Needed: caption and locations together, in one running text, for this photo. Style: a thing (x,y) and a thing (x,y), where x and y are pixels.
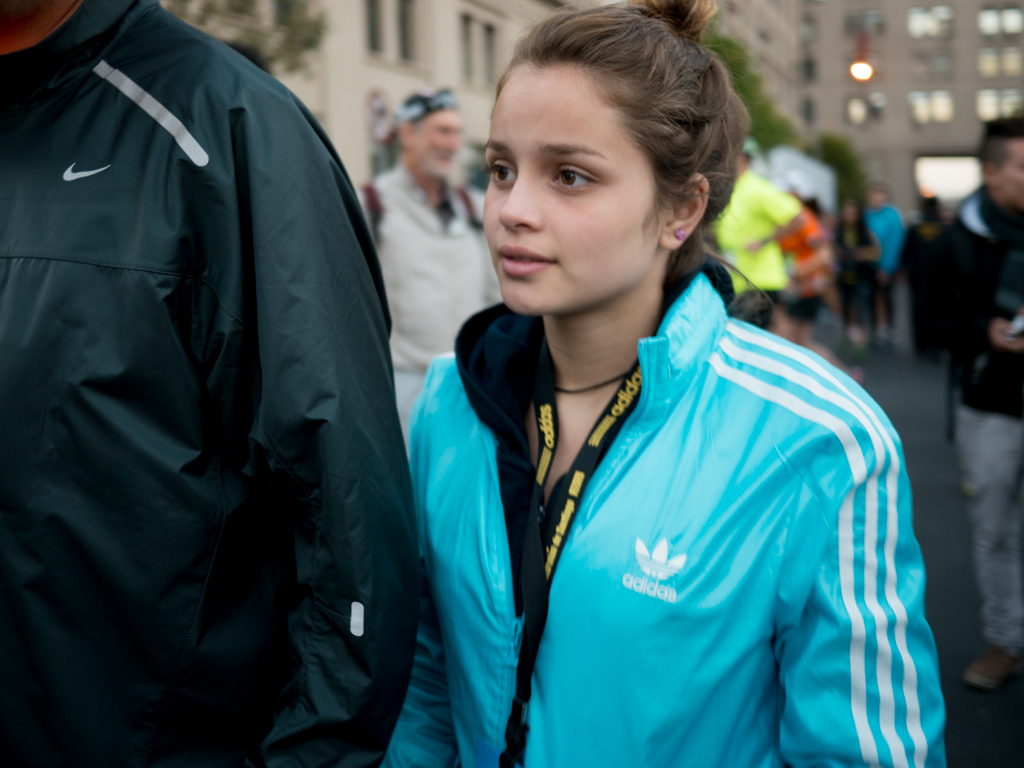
In this image I can see few persons (750,356) standing on road (970,555) and at the top (314,75) I can see building (845,84) and trees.
